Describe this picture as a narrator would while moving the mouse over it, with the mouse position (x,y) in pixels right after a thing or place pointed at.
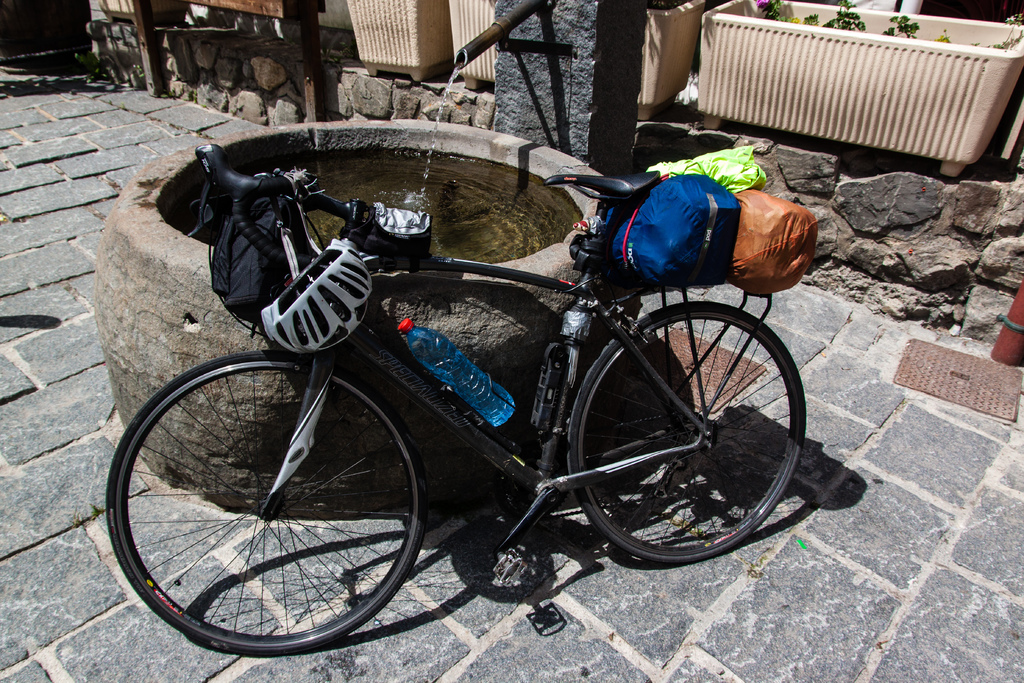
In this picture there is a bicycle (423,483) in the center of the image (660,239) and there are bags (741,212), water bottle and a helmet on it, there is a water tube (515,24) behind it and there are plants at the top side of the image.
